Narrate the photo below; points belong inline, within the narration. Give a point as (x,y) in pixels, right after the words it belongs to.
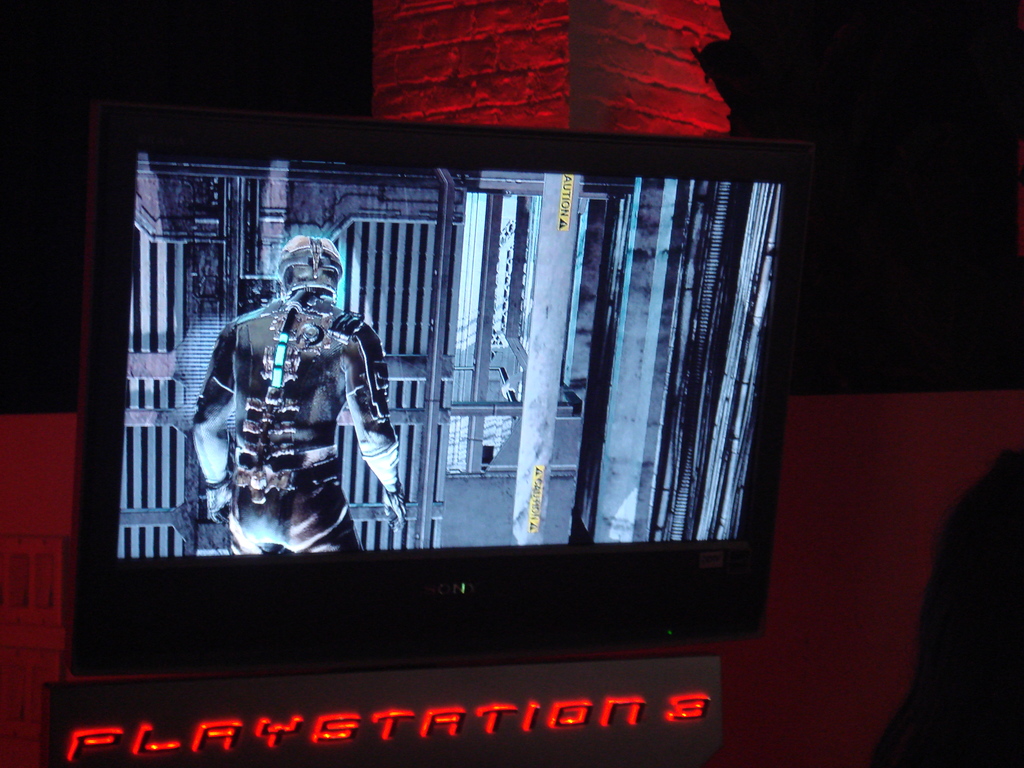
In this image we can see a display screen (577,383) and some animated image (411,334) in it.
